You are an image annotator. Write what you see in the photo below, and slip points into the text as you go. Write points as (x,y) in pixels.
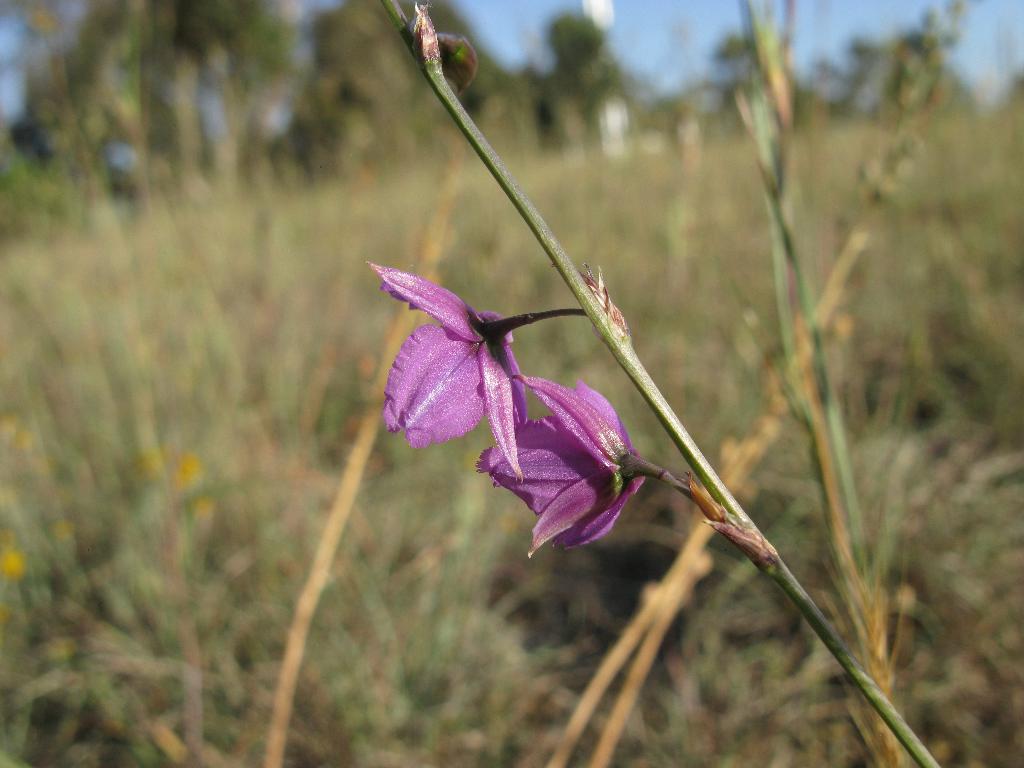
In this image I can see flower plant (513,427). These flowers (501,451) are purple in color. The background of the image (272,190) is blurred.
